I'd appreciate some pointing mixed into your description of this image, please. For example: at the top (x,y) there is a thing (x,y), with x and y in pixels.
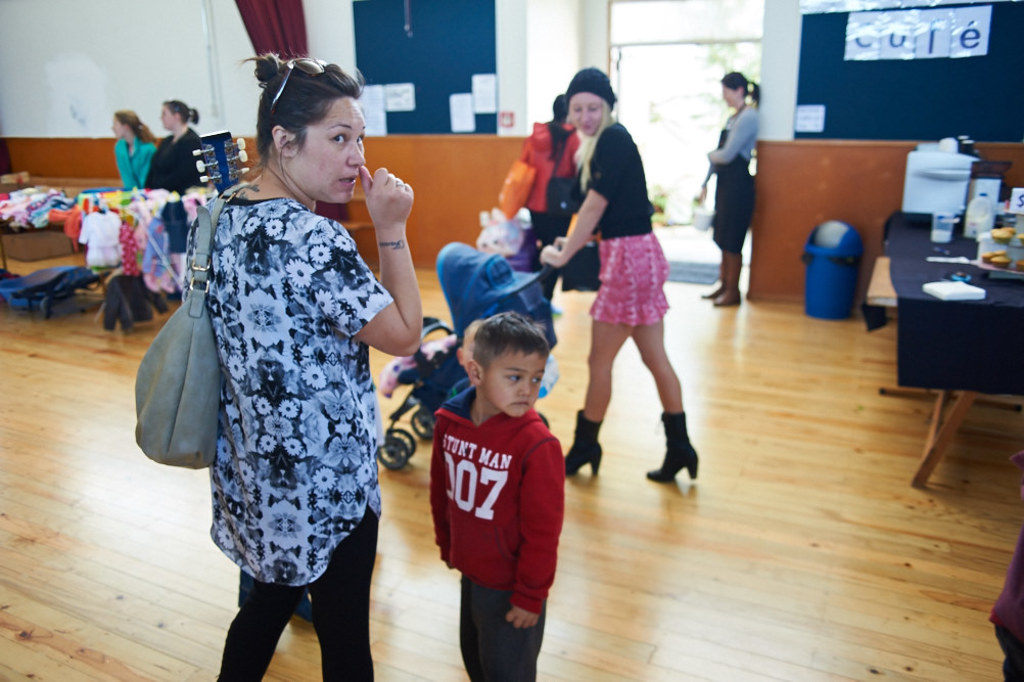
In this image in the front (272,206) there are persons (261,215) standing. In the center (642,245) there are persons (628,238) standing and walking and there are tables (901,244) and on the right side of a table (916,252) there is food (986,249), there are bottles (970,226), there are objects (961,204) which are white in colour and in front of the table (896,260) there is a bin (840,264) which is blue in colour. On the left side of the table (87,242) there are clothes (132,227). In the background (417,60) there are boards (855,72) and on the boards (829,95) there are posters (377,104), on the right side of the board (910,78) there is some text (909,46) written on the poster (947,45) and there is a curtain (285,34) which is red in colour.
